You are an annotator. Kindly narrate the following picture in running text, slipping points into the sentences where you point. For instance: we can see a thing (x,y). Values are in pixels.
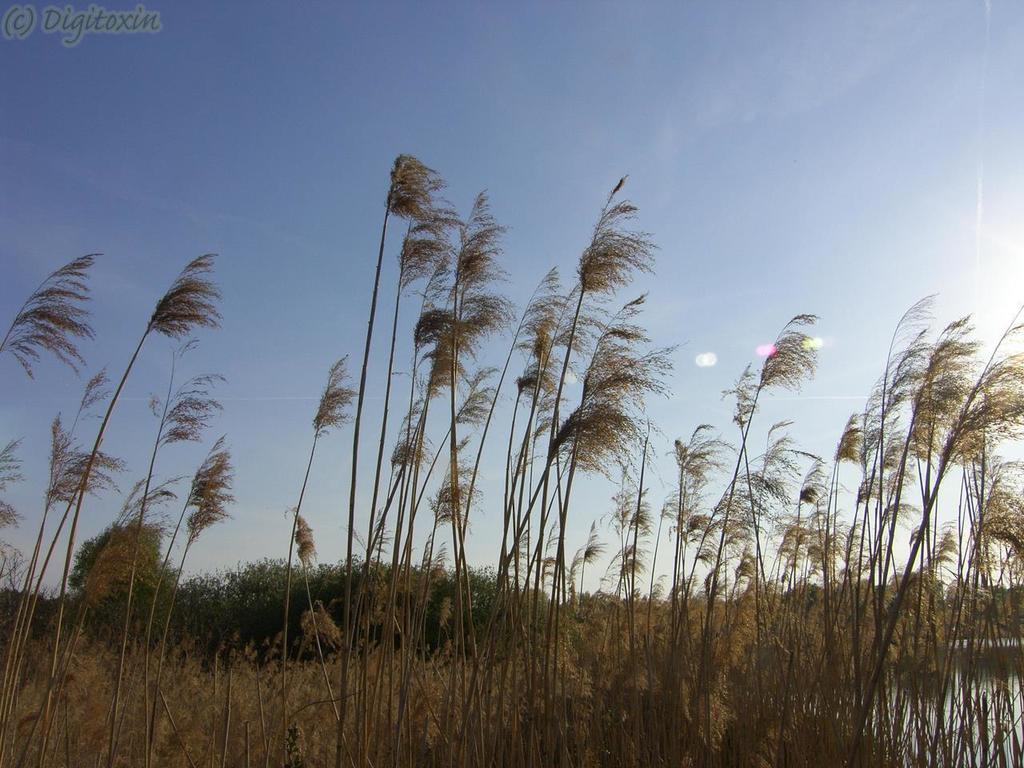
In the image we can see the plants (241,646), grass (237,685), water (1016,673) and the pale blue sky (644,121). On the top left (58,26), we can see watermark (33,8).
